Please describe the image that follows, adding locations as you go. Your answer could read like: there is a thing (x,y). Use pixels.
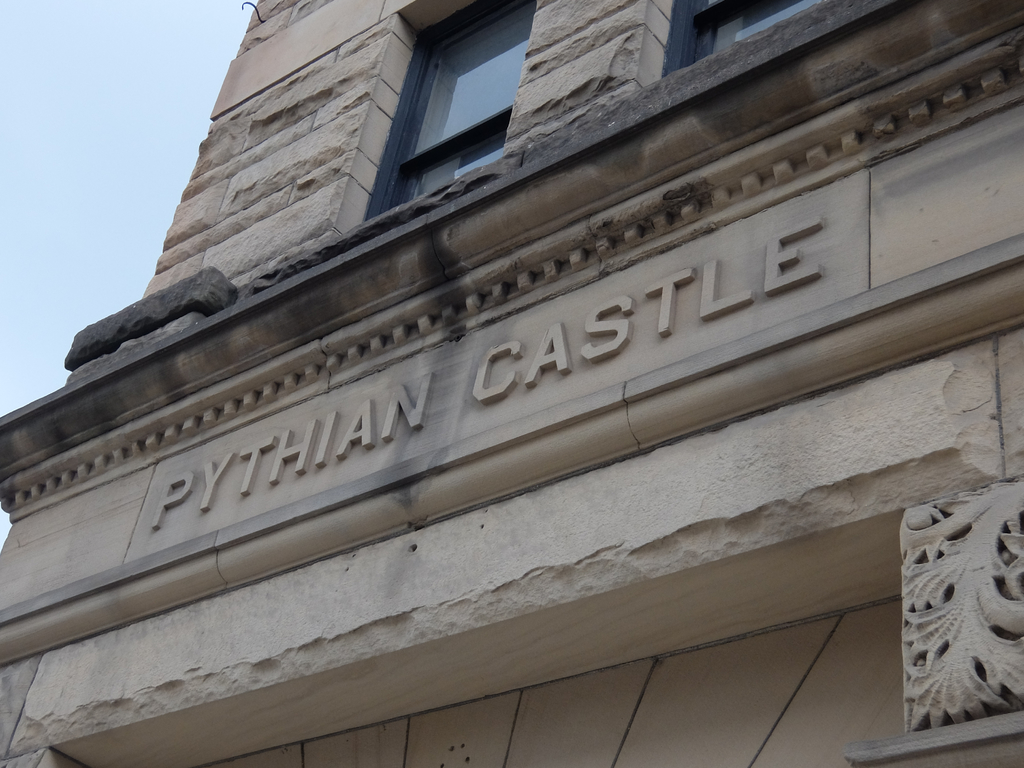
In this image we can see a building (387,332) with windows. We can also see the sky (141,211).
